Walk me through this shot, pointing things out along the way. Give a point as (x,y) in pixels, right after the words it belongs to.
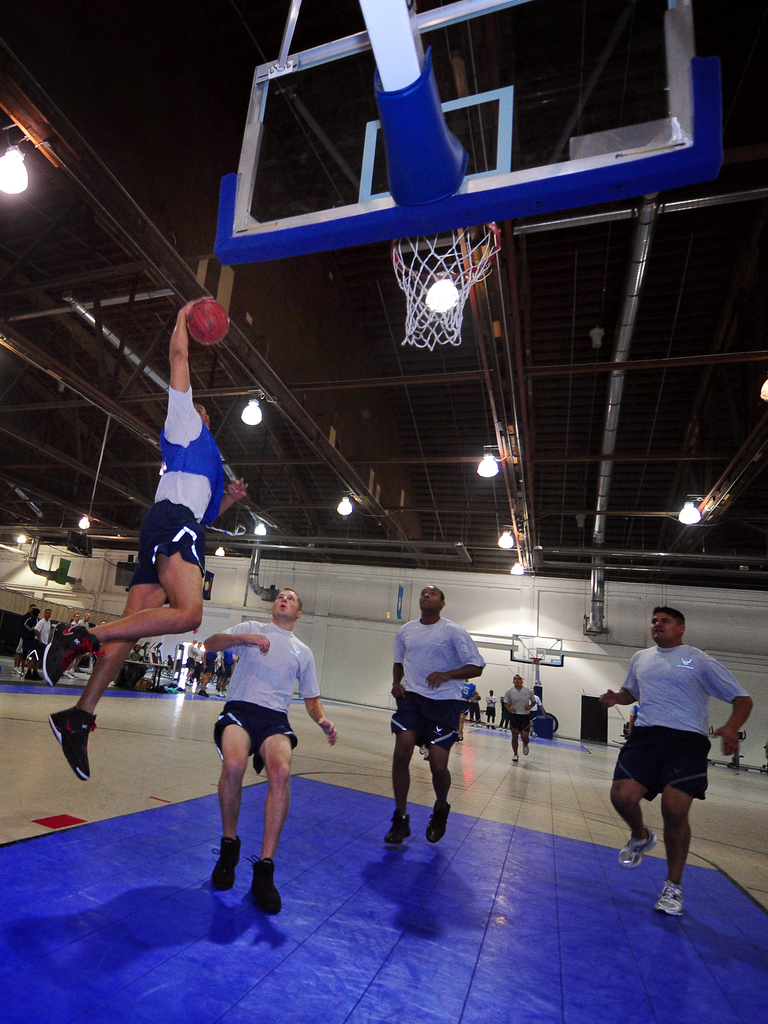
In this image we can see people (274,631) playing basketball. At the top of the image (434,207) there is basketball net (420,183). There is ceiling (225,400) with lights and rods (611,400). At the bottom of the image (197,806) there is floor (197,806). To the left side of the image (89,672) there are people (46,618). In the background of the image (344,629) there is wall (373,610).
